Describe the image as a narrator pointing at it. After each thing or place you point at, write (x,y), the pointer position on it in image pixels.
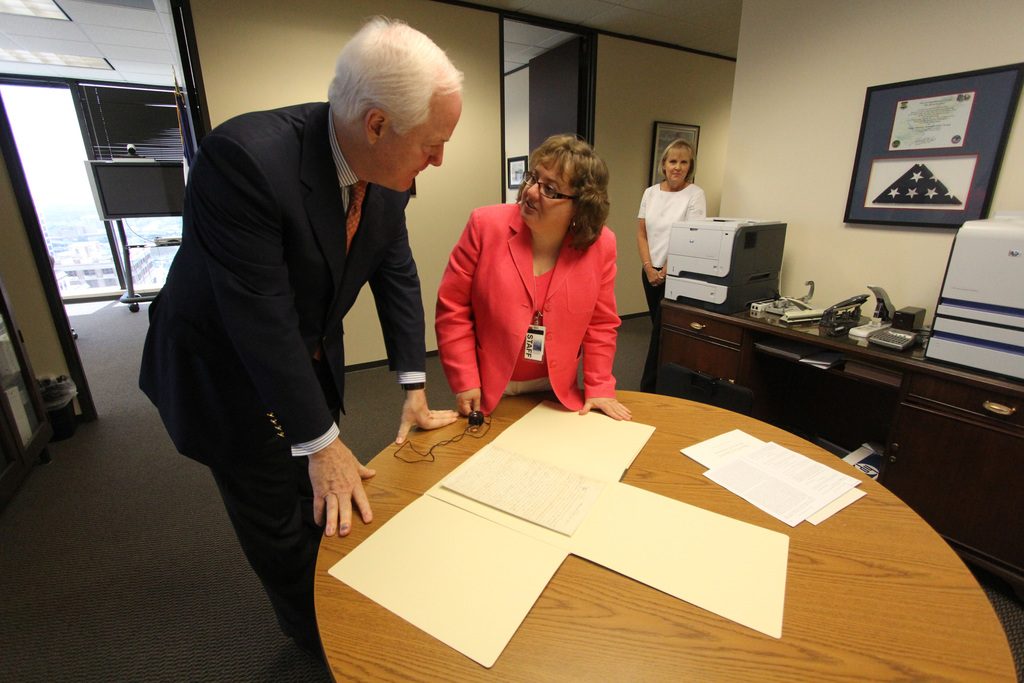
In this image i can see a man (295,224) and a woman (515,224) standing and talking at the right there is other woman (659,222) standing, there are few papers (762,529) on a table (688,493), at the back ground (881,209) i can see a frame (882,191) attached to a wall (832,158).
